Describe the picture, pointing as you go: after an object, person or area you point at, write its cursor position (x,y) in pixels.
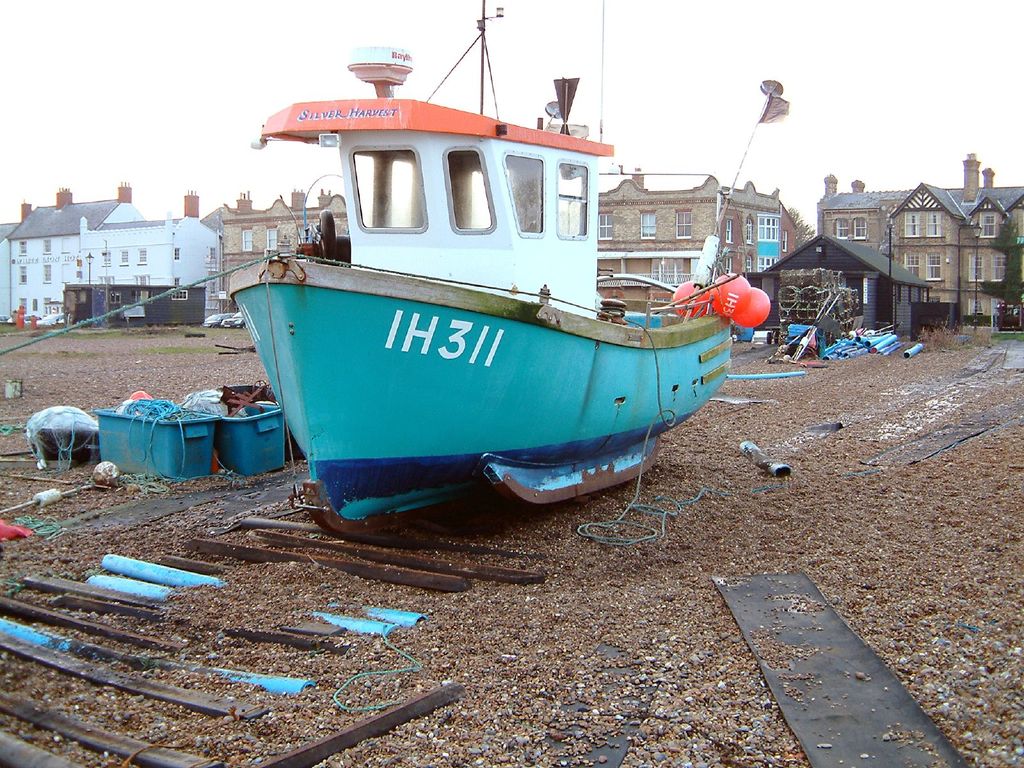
In the background (972,36) we can see the sky (676,46), buildings (780,202) and houses (780,202). In this picture we can see flag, rods (435,571), poles (419,575), boat (579,145), ground (0,345) and few objects (837,341).
